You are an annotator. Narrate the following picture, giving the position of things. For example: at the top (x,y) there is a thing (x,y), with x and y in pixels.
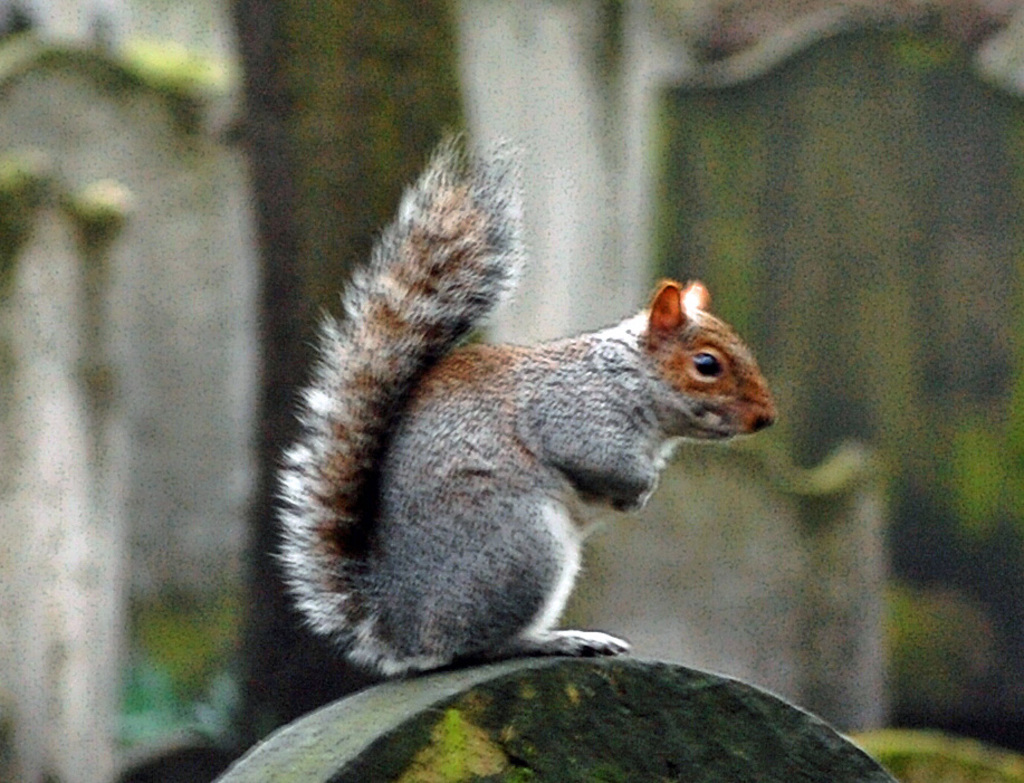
In this image I can see a green colour thing (550,713) and on it I can see a squirrel (559,372). I can see colour of this squirrel (487,508) is white and brown.
